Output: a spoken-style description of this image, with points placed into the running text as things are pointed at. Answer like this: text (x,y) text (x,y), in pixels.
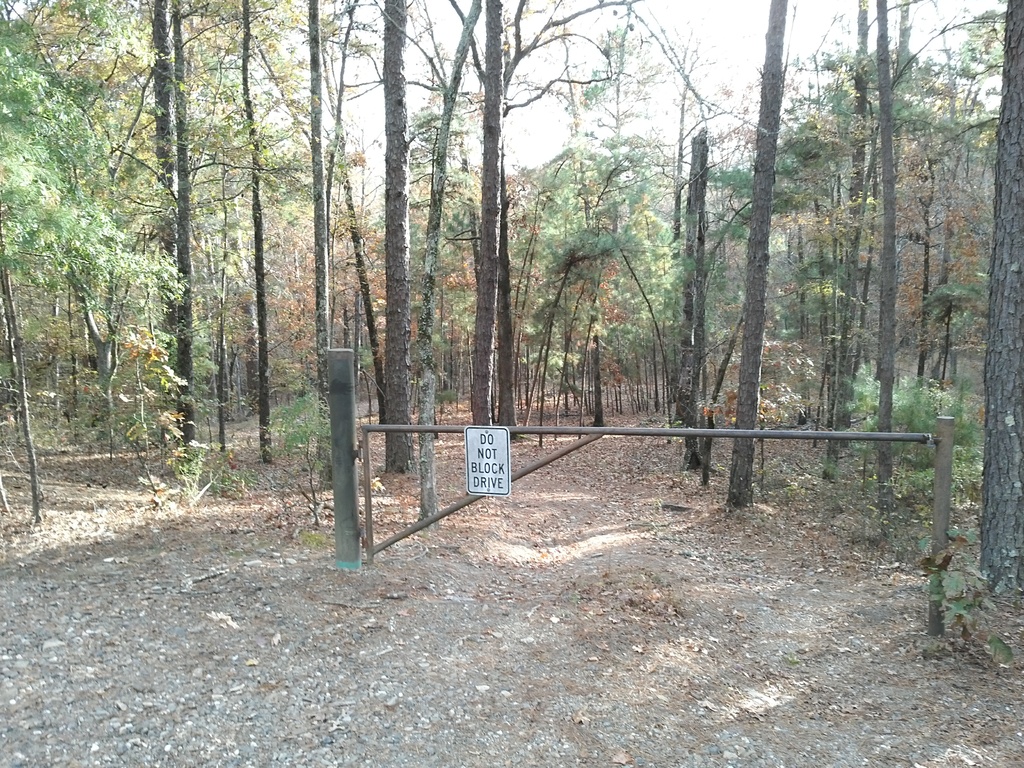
In this picture I can see there is some soil (404,629), dry leaves (372,446) and a barrier gate (420,431). There are few plants (160,421) and trees (440,214) in the backdrop (469,130) and the sky (699,2) is clear.
